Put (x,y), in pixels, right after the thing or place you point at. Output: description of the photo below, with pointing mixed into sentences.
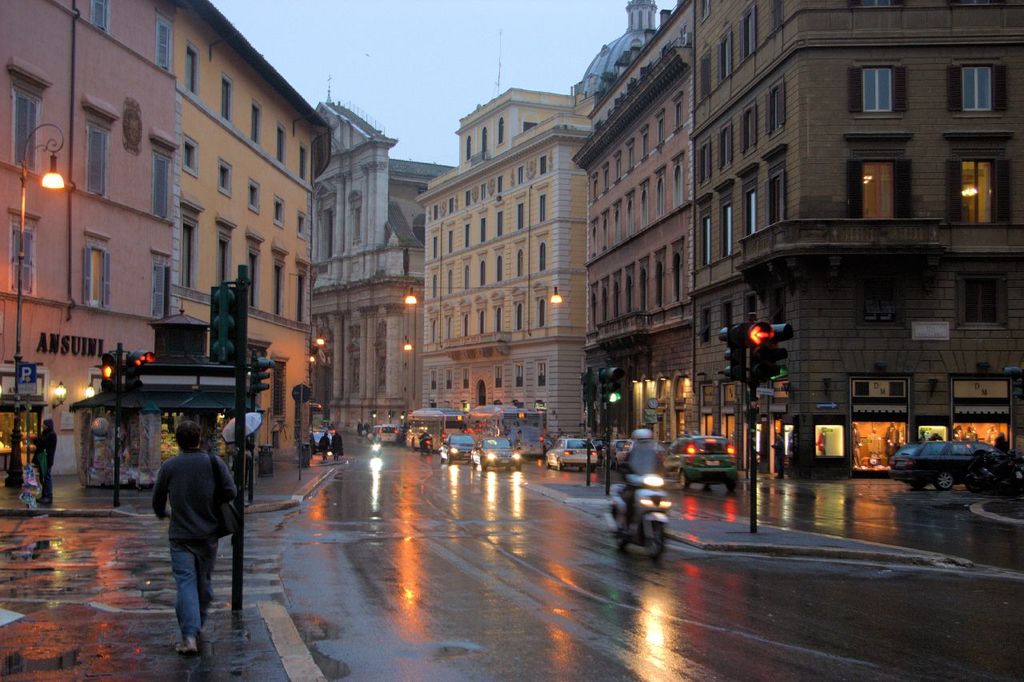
This picture is clicked outside. On the left (169,514) we can see the group of people (191,534) walking on the sidewalk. In the left corner (43,496) we can see a person (49,448) standing on the ground (60,486). On the right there is a person (640,451) riding a scooter (640,490). In the center (460,441) we can see the group of vehicles (502,449) running on the road (977,529). In the right corner (947,458) we can see the vehicles (978,472) parked on the ground (970,506). In the middle (602,396) we can see the lamp posts (552,300), traffic lights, and on both the sides we can see the buildings (607,306). On the right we can see the mannequins (893,434) wearing clothes (895,448) and standing. In the background (431,43) we can see the sky (433,43) and the buildings (603,47). On the left (229,424) there is a person (246,446) holding an umbrella (233,434) and seems to be standing on the ground (284,501).
